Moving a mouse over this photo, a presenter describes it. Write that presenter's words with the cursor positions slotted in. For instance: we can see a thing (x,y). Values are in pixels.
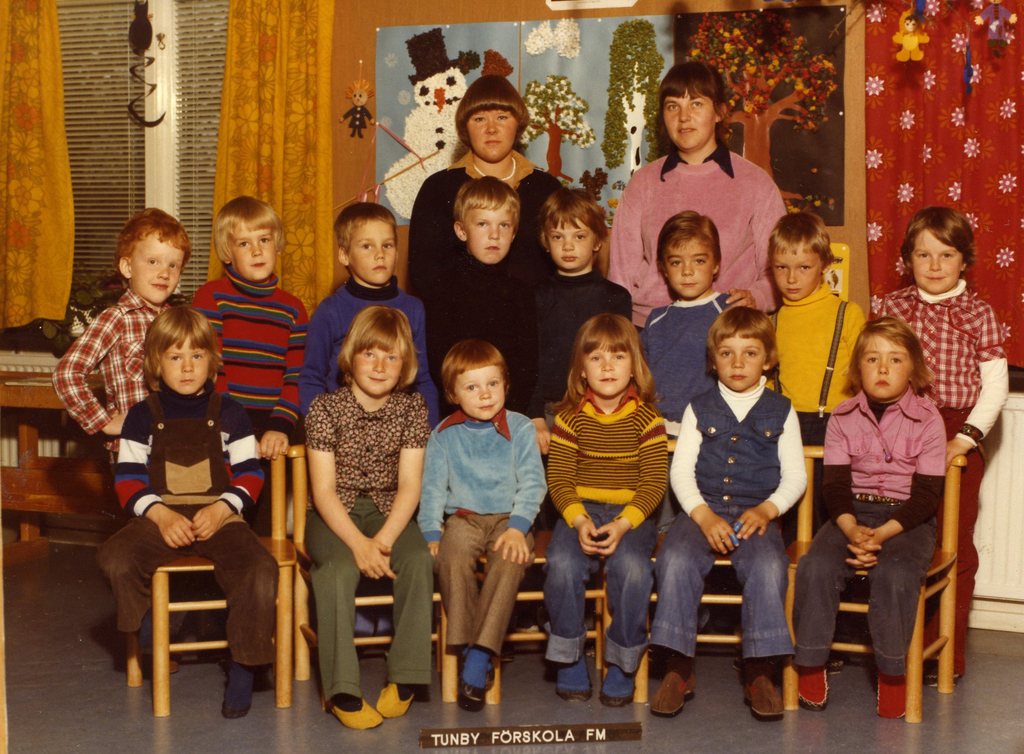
In this image, we can see a group of kids (485,479) and two women (727,238). Here we can see few people (597,477) are sitting on the chairs (160,576). Few are smiling. At the bottom (839,718), we can see the floor (799,737) and some rod (600,731) with text (514,732). Background (384,107) there is a wall (370,118) with posters (460,68), curtains (886,94), window shades (138,94), some objects (141,104).
